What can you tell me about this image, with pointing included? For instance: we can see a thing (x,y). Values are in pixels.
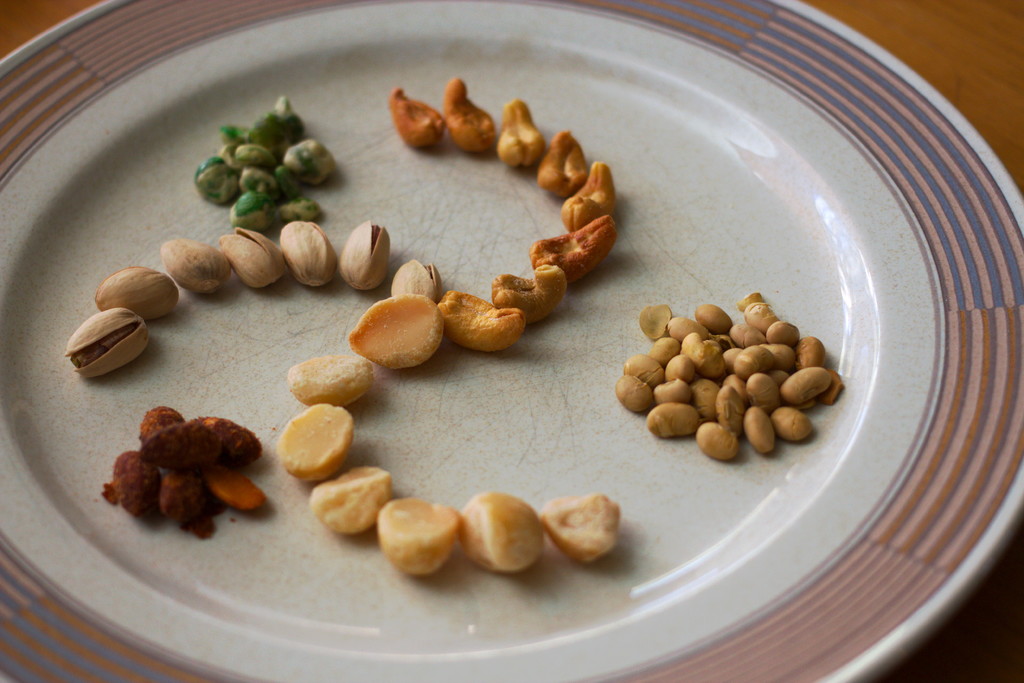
In this image, I can see dry fruits (438,345) on a plate (771,474), which is kept on an object (976,89).
